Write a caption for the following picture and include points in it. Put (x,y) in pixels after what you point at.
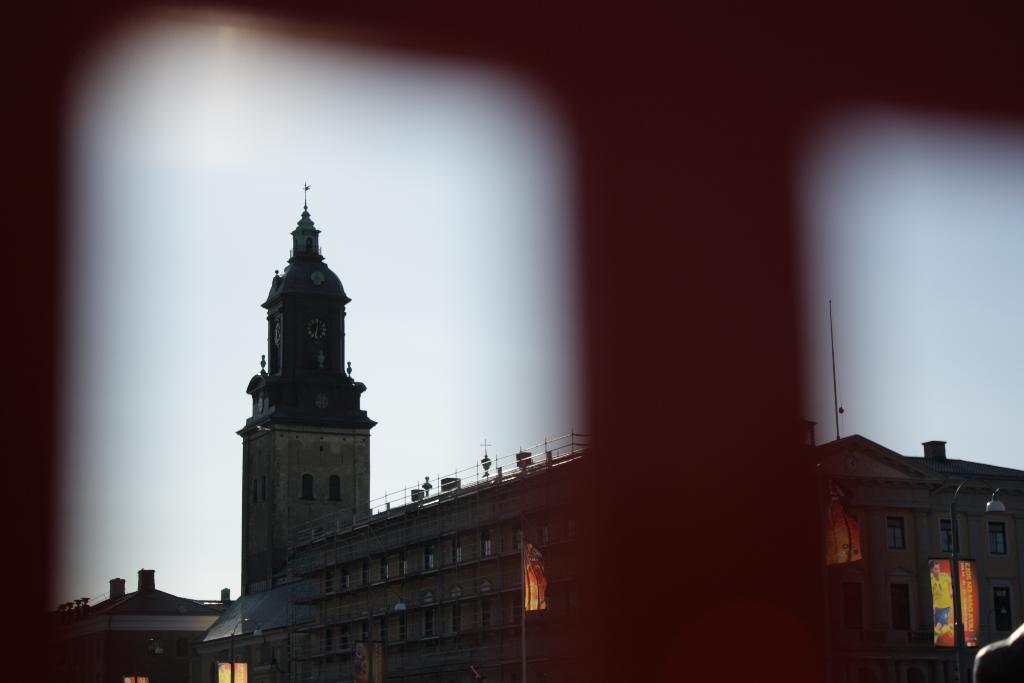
Here in this picture we can see a clock tower (330,434) present over a place and we can also see other buildings (269,602) with windows (900,535) on it present and we can also see light posts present and we can see banners (542,592) also present and we can see sky (490,349) is clear.
